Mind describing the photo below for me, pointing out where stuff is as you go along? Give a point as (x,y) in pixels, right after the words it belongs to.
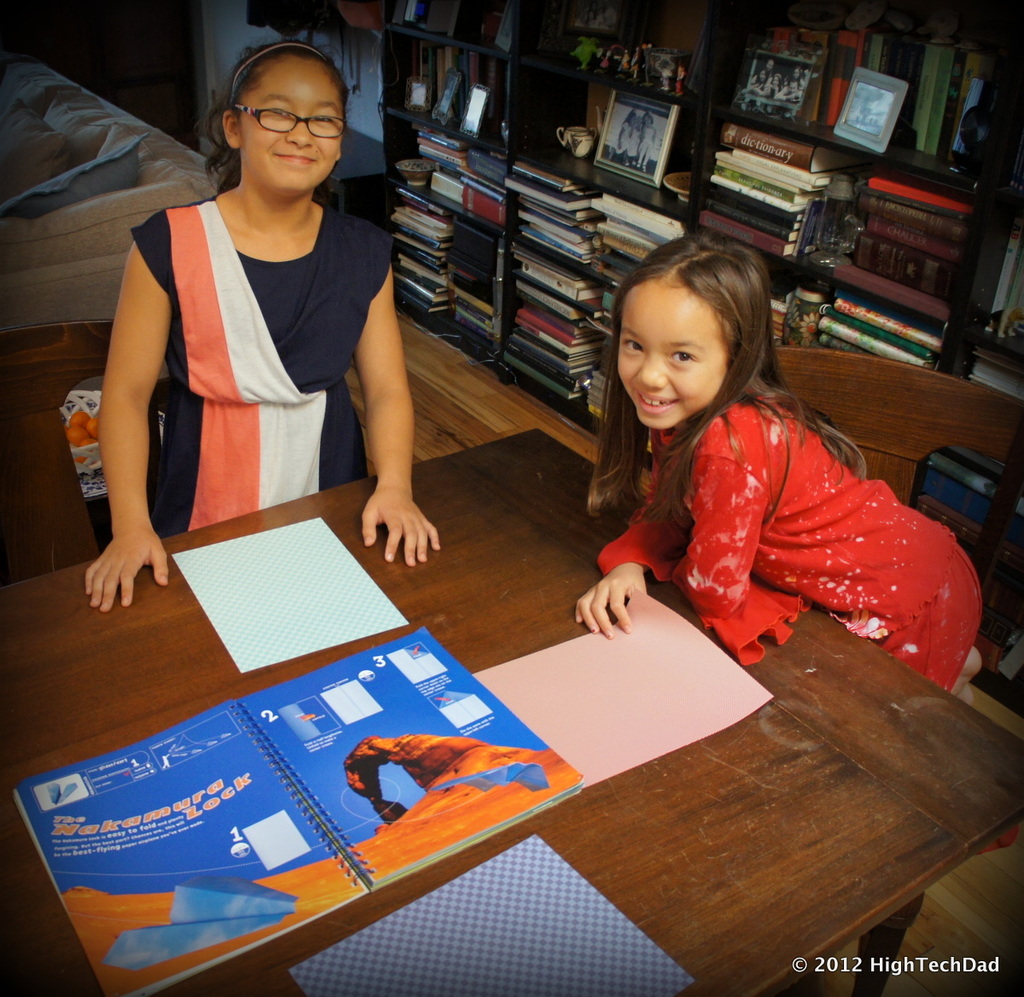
There are two kids (687,520) in the image who are standing near the table (420,468) there are books (452,785) on the table (626,855) and at the background of the image (601,269) there are books (589,236) in the shelves (549,127).
